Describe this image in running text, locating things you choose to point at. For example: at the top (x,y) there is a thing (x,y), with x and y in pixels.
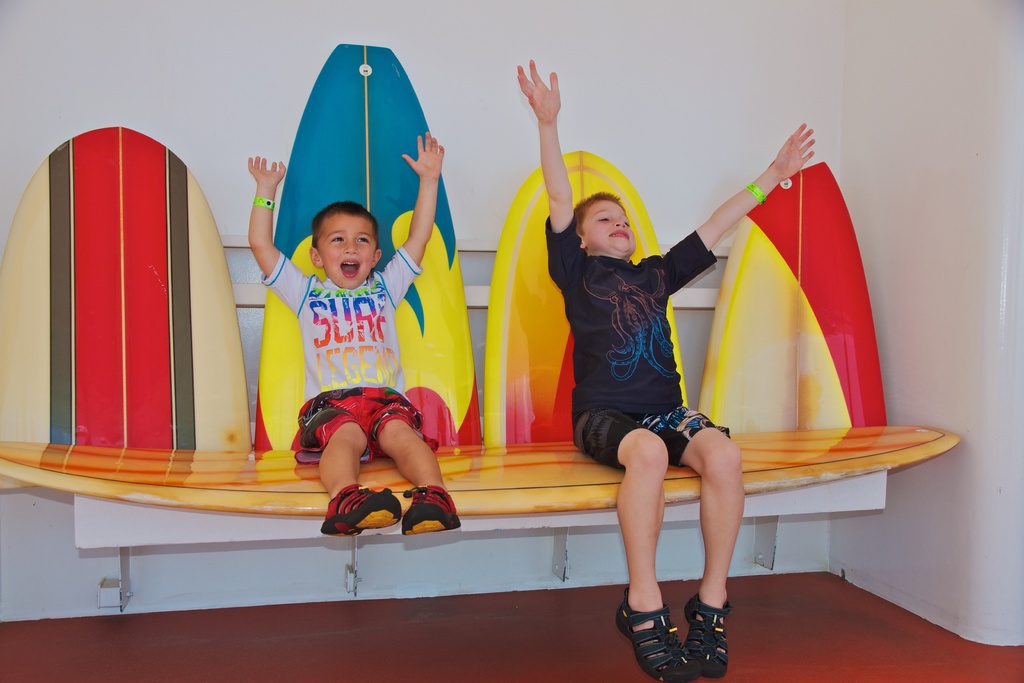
In this image in the center (361,382) there are two boys (437,468) who are sitting on surfboard (326,493), and in the background (653,161) there is a wall (650,146) at the bottom (793,634) there is a floor (891,614).
